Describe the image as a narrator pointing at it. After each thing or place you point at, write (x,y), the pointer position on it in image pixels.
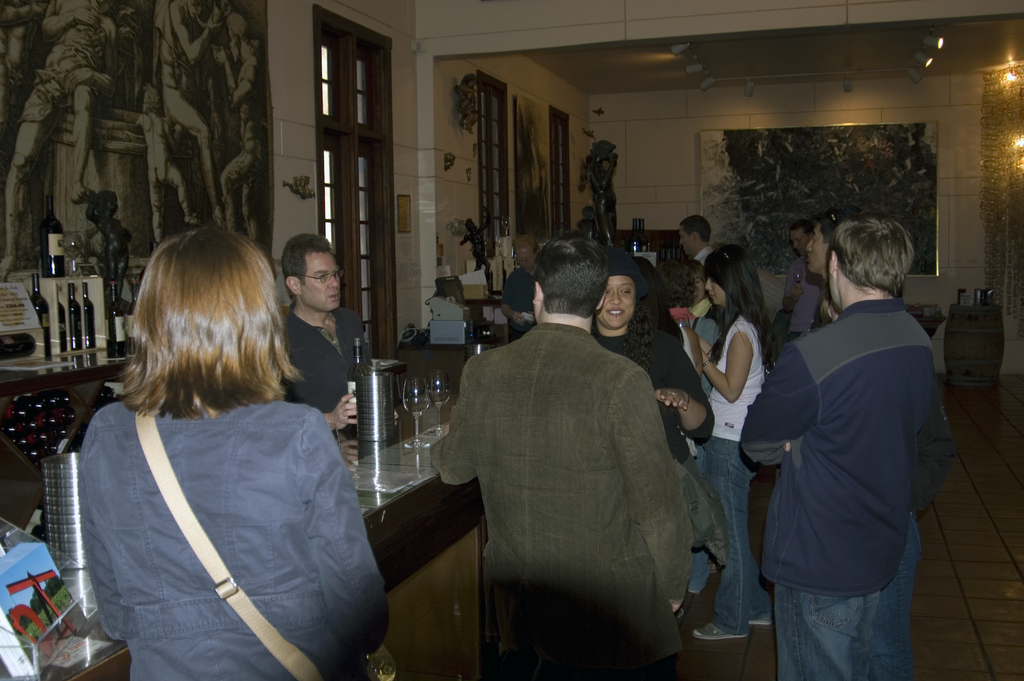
A group of people (591,409) are standing at a bar counter (364,450) with a bartender (321,324).
